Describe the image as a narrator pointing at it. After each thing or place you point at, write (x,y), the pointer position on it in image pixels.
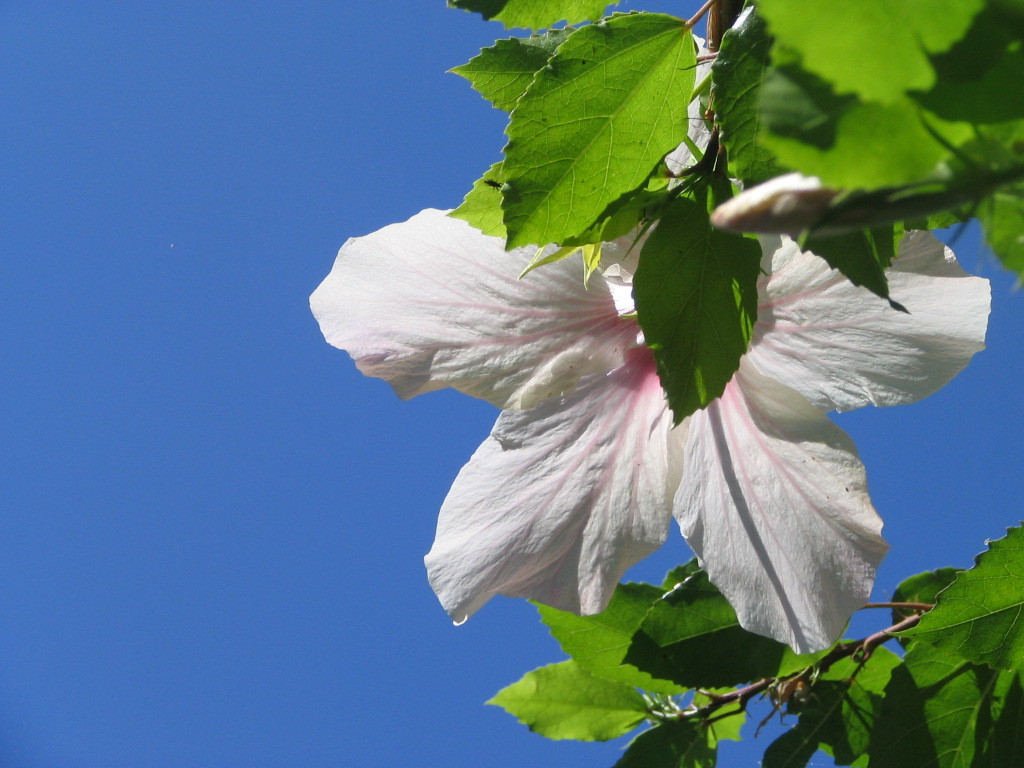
In this image we can see white color flowers (693,423) and leaves (711,623). The sky (430,631) is in blue color.
